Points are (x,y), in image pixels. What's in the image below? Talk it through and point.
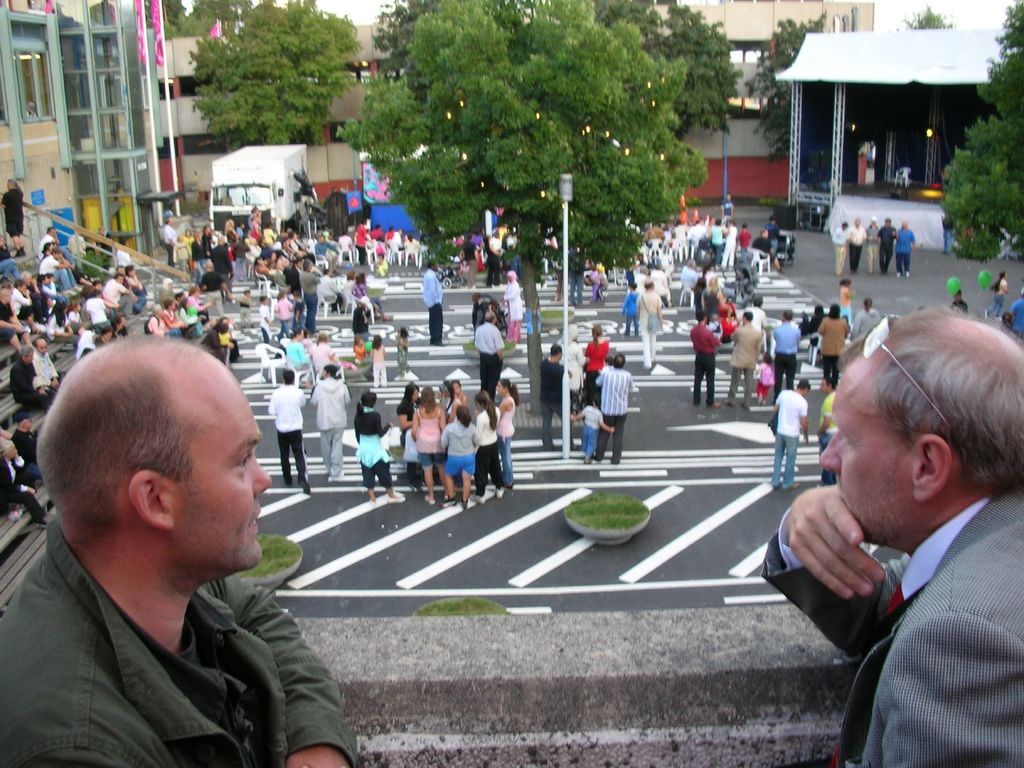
In this image we can see a few people (468,434), among them some are sitting and some are standing, there are some buildings (751,117), poles (791,143), lights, trees (550,159), flags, speakers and some other objects (254,178), also we can see a stage (927,239) and the sky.
